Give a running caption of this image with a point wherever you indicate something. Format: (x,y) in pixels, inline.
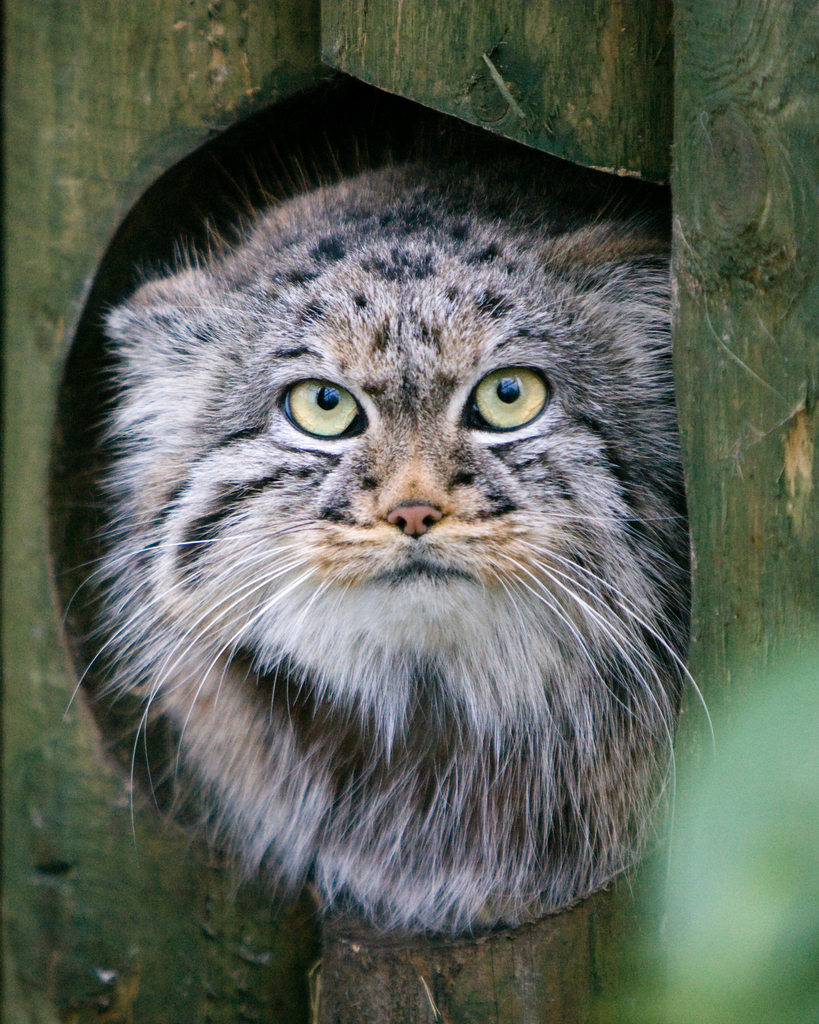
In this image there is a cat (515,577), around the cat (633,616) there are wooden planks (129,71).
